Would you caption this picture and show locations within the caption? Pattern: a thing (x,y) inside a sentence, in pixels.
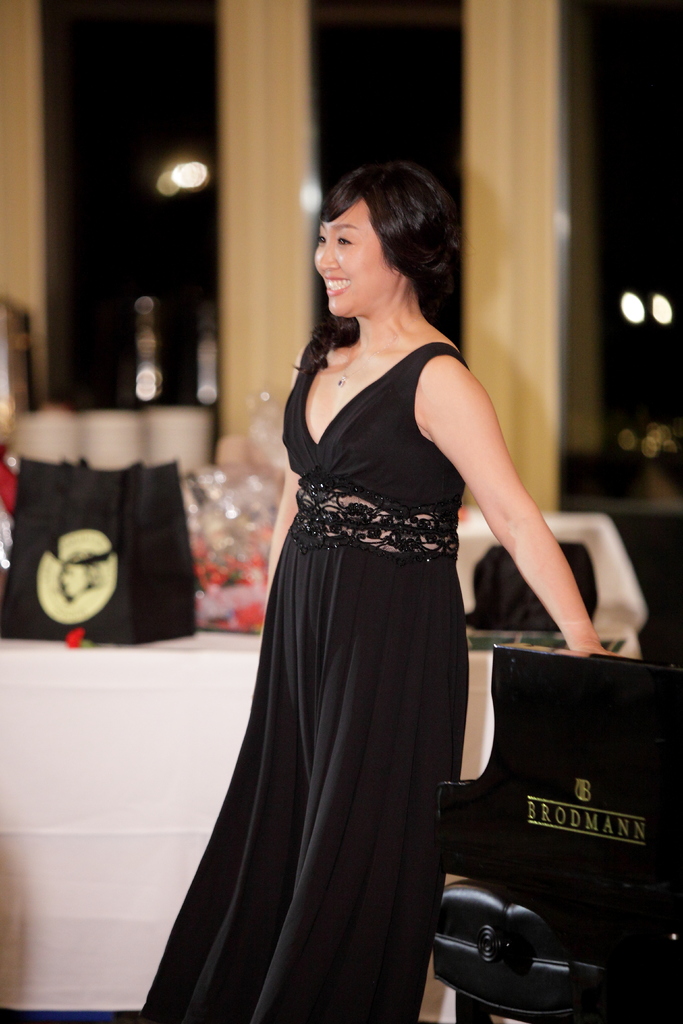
In the picture I can see a woman (345,538) is standing and smiling. In the background (133,507) I can see a table (231,688) which has some objects (20,520) on it. The background of the image (171,523) is blurred.
